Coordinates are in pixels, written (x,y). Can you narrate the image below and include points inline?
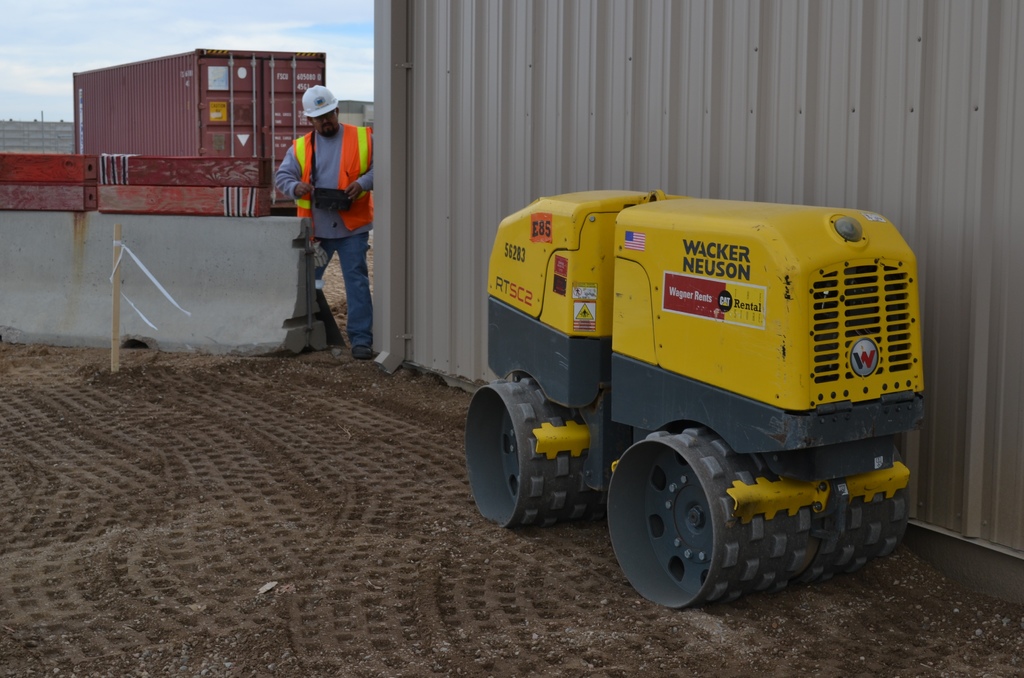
In this image, we can see a vehicle (670,454) on the ground (360,561). Background (177,252) we can see few containers (316,83), pole (118,313), some object (174,279). Here a person (336,144) is holding a black device (330,198) and wearing a helmet (323,94). Left side (324,25) top of the image (137,32), we can see the sky (116,41).
